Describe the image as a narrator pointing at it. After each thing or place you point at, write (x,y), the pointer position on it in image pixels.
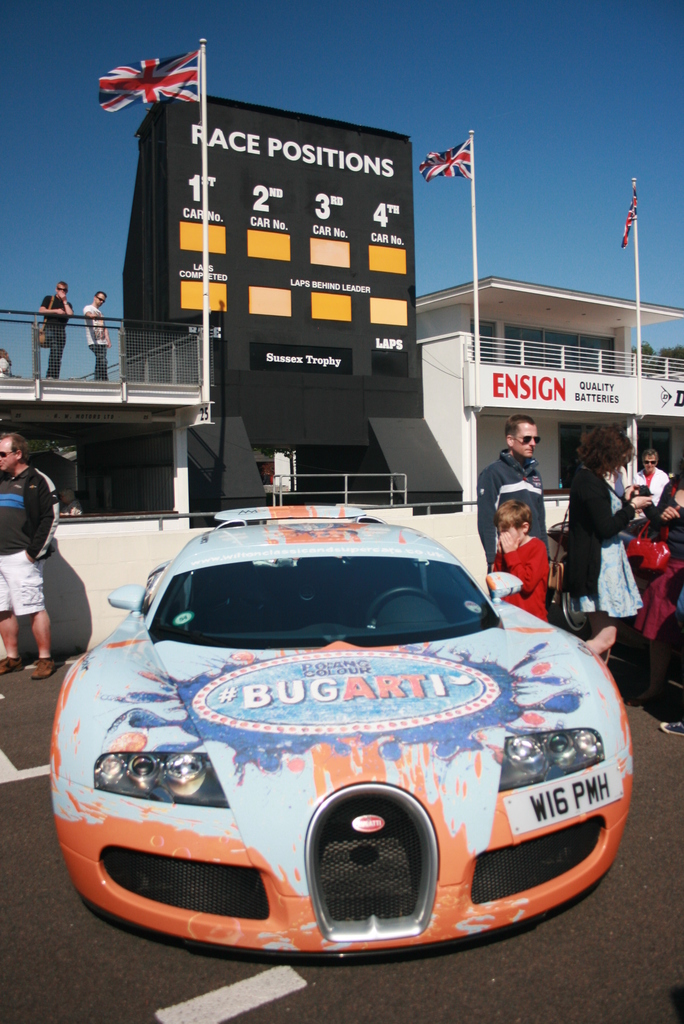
In this picture, we can see a few people (672,611), vehicle (332,743), building (338,473), poles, flag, posters (567,394) with some text (555,392), score board (289,200), fencing (39,322), and the sky (24,169).
